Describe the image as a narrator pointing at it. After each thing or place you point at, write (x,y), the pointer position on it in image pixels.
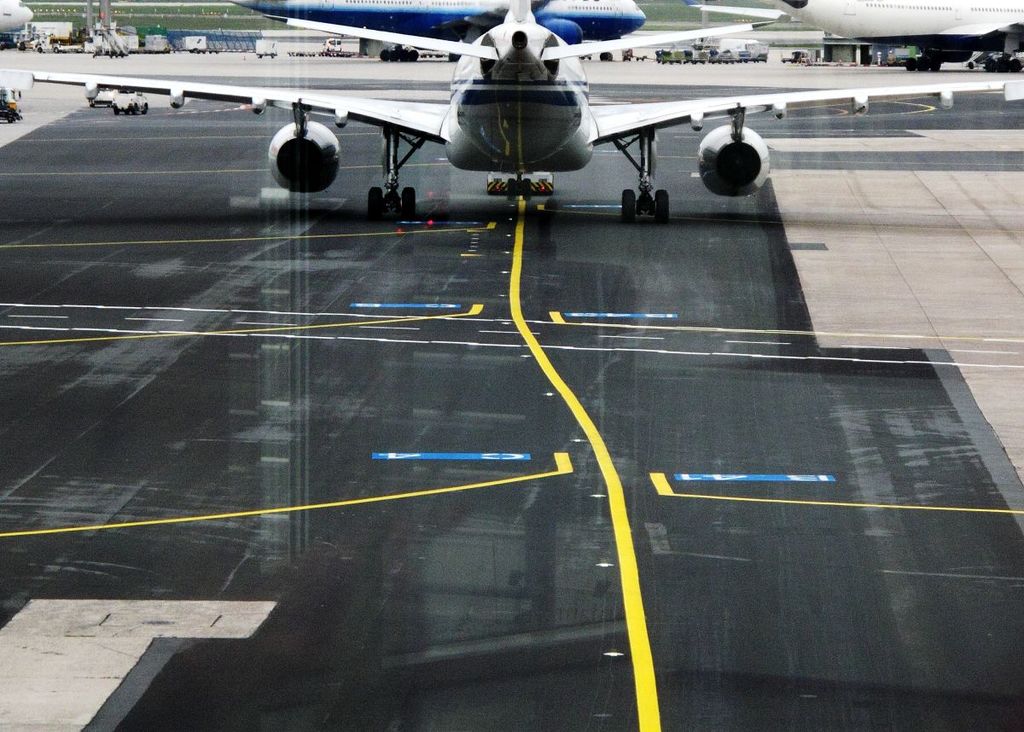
In this image we can see aeroplanes (625,120) on the runway (477,261). On the left (12,104) there are vehicles (109,100).
